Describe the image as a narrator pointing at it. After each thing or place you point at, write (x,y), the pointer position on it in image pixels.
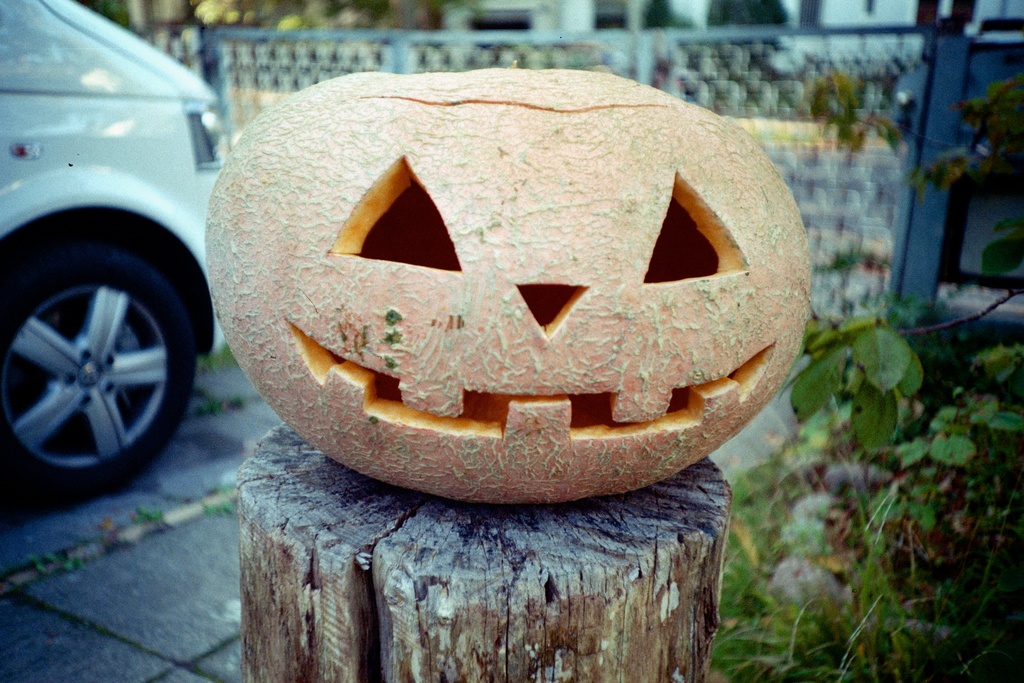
In this image I can see a pumpkin (487,232) which is sliced into the shape of a person's head (421,297) on a wooden log (420,534). In the background (110,139) I can see a white colored car (117,165) on the ground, few trees (900,375) and the wall (709,48).
